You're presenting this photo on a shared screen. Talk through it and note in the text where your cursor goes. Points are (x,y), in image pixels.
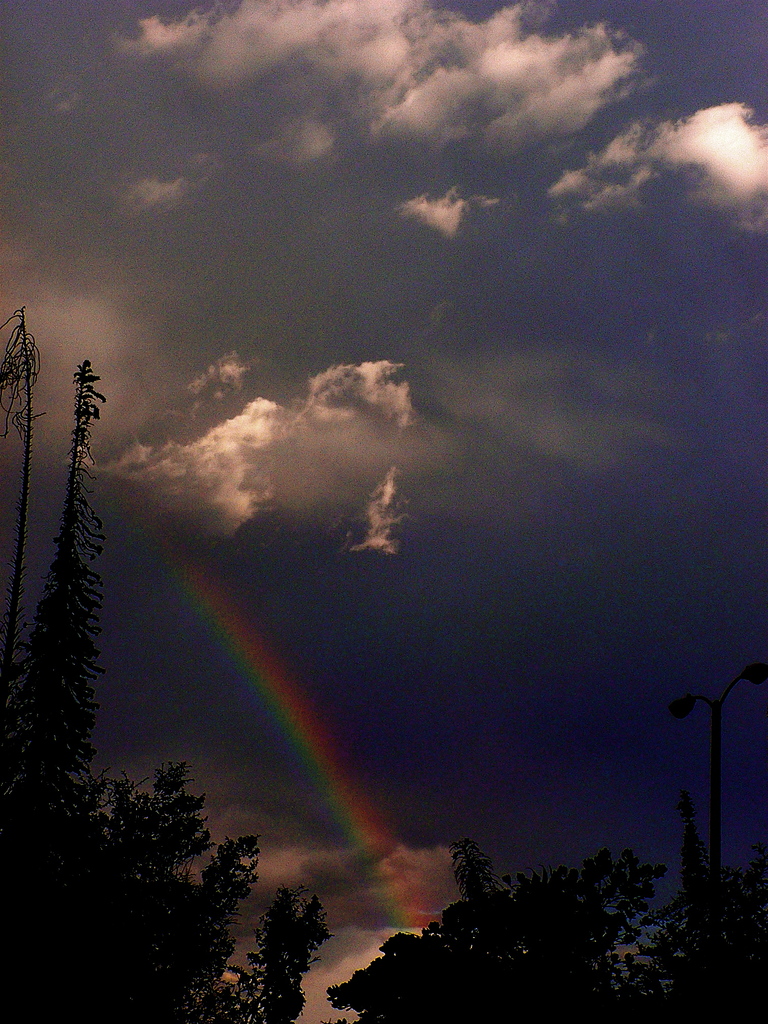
At the bottom of this image (179,923), there are trees (553,962). In the background (371,492), there are clouds (272,858) and a rainbow (145,520) in the blue sky (328,277).
